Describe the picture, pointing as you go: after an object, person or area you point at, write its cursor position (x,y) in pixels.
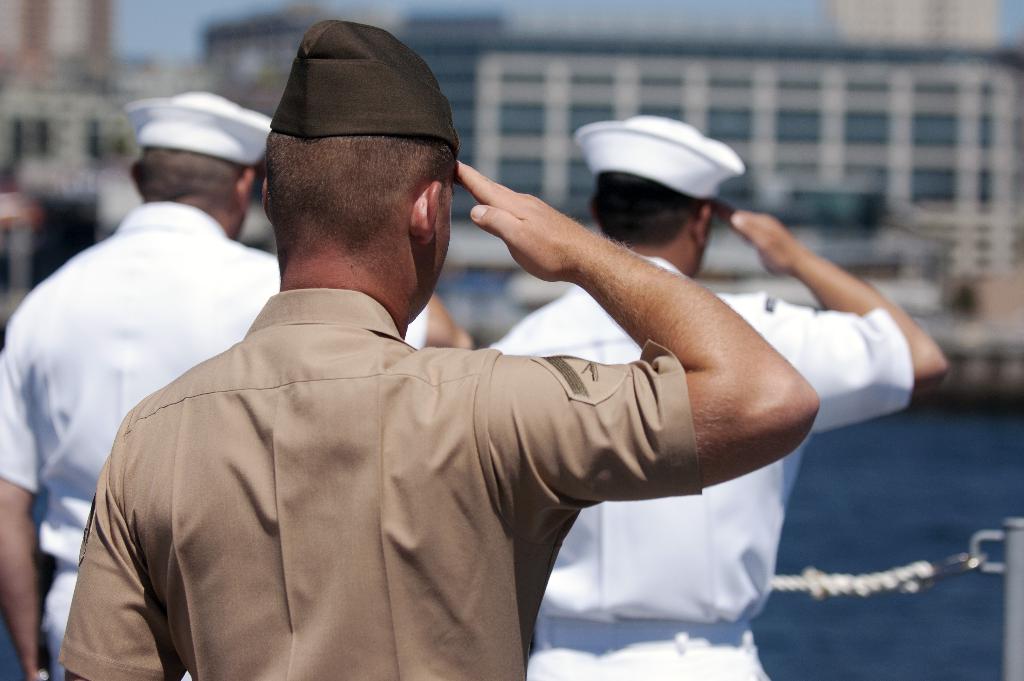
In this picture I can see 3 men (413,370) in front (74,311) and I see that they're wearing uniforms (222,426) and caps (683,132). In the background (470,239) I can see the buildings (179,85), a chain (953,567) and the water (899,517). I see that it is blurred in the background (805,186).
